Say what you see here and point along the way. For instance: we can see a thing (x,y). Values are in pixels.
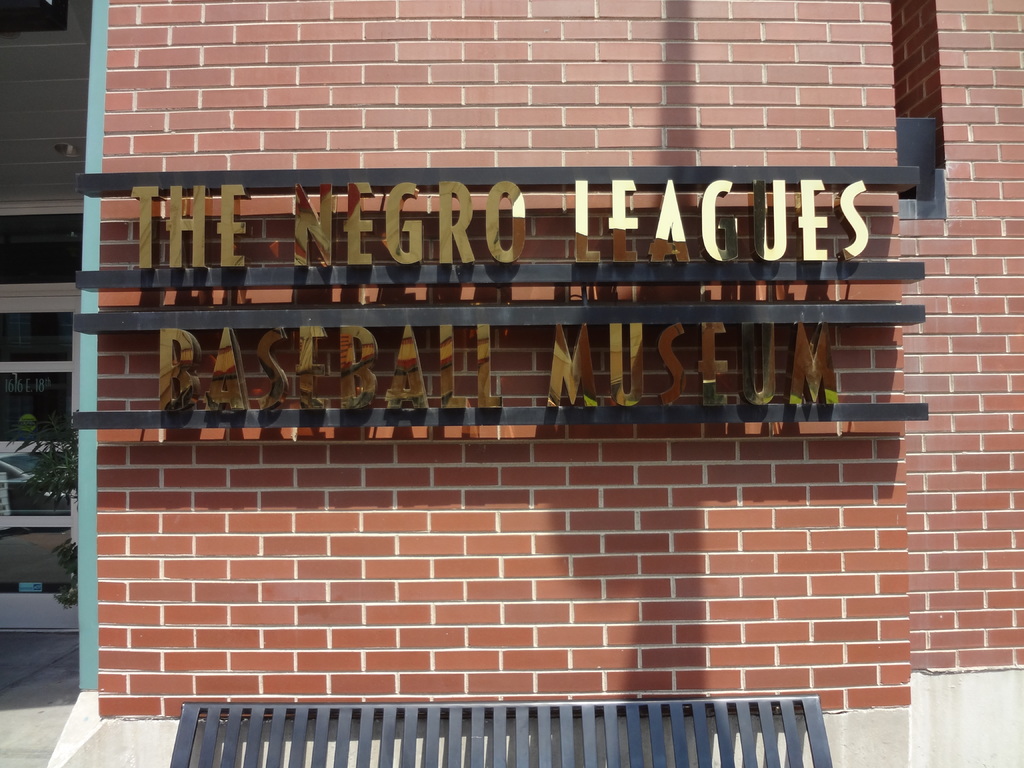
In this image there is a wall (335,446), there is text (401,261) on the wall (545,230), there is a plant (69,483), there is a window (56,518) towards the left of the image (49,399), there is an object (43,21) towards the left of the image (30,15), there is an object (459,727) towards the bottom of the image (434,729).
